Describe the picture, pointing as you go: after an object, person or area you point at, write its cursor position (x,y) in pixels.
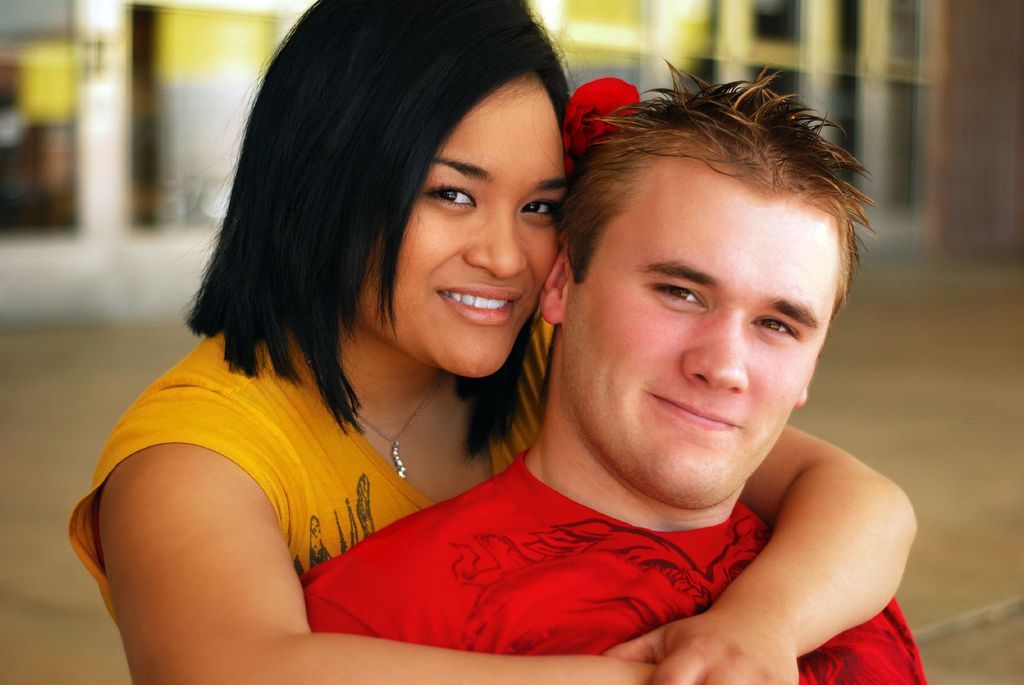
In this picture we can see a man (419,577), woman (200,475), they are smiling and in the background (1003,217) we can see the ground (953,493), building (973,250) and it is blurry.
